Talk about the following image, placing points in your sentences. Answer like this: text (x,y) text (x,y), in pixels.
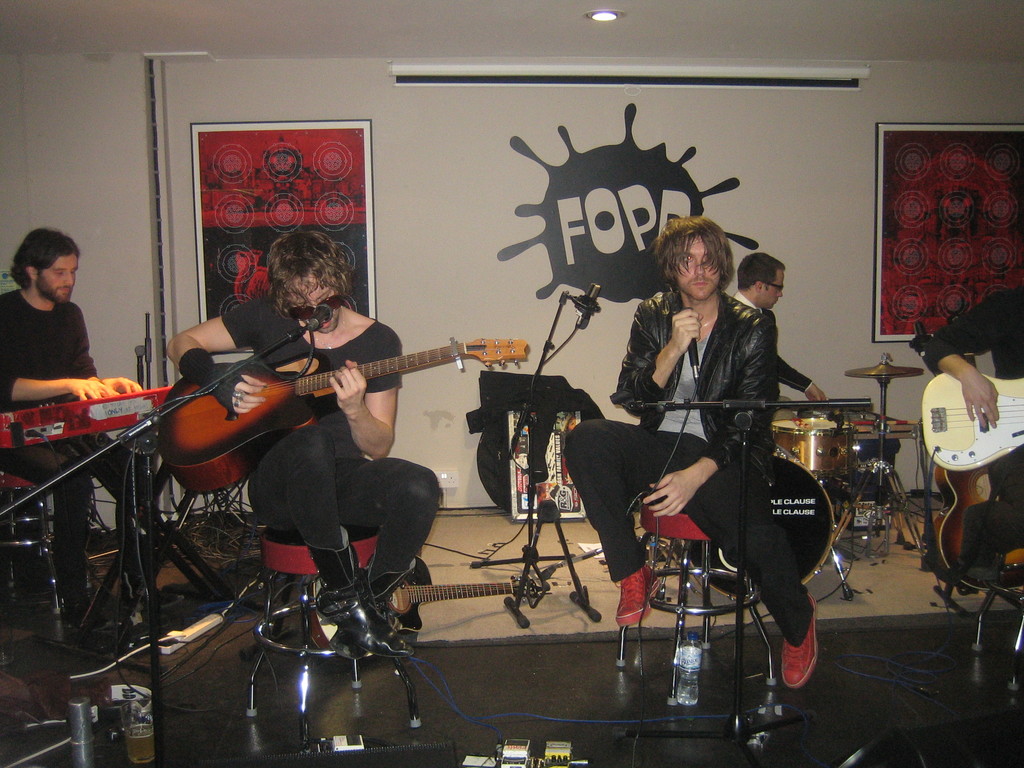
This picture is taken in a room (456,646), there are five men (52,339) playing musical instruments (956,431). The person (37,333) towards the left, he is playing piano (124,418). Besides him there is another man (215,368), he is playing a guitar (206,420). Towards the right (684,396) there man (634,381) wearing a black jacket (653,319) and holding a mike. Behind him there is a man (751,259), he is playing drums (877,461). Towards the right corner (981,395) there is a man (962,355), wearing a black t shirt (1008,333) and playing a guitar (967,443). There are mikes (146,440) before them. In the background (663,194) there is a wall (403,102) and some frames (892,176) attached to it.
